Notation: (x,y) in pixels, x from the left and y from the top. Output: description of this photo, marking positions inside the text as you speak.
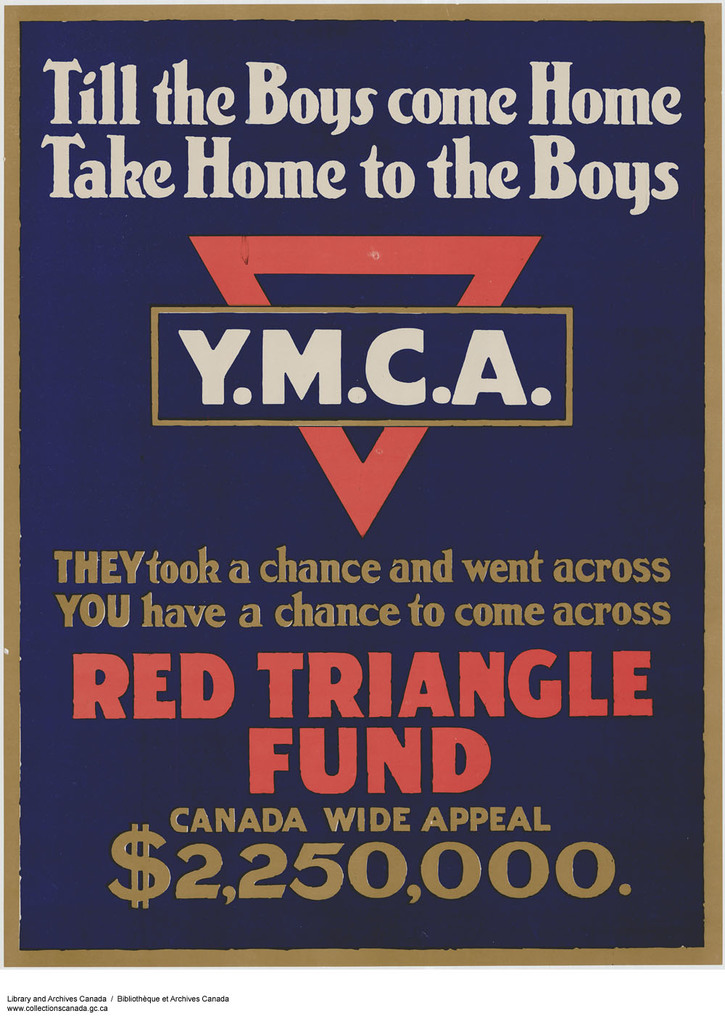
This is a poster (71,25) on which a quote (178,72) is written and named as "Till boys come home, take home to the boys" and Red triangle fund is written down the image.
